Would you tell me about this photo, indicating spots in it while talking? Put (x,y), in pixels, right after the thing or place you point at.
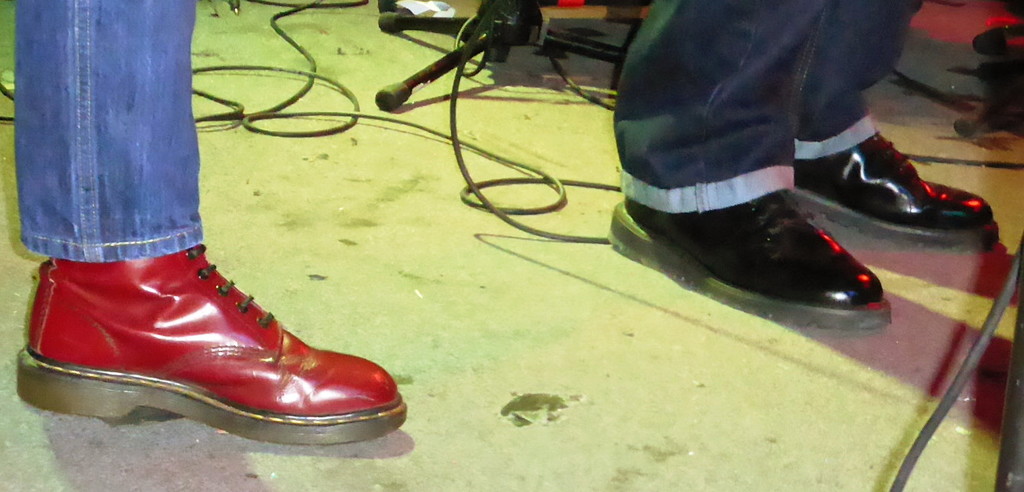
Here in this picture we can see legs (712,204) of persons (705,219) present on the floor (481,292) and we can see shoes (101,285) on the legs (715,189) and on the floor (517,151) we can see cable wires (551,184) and a stand (494,28) present.
